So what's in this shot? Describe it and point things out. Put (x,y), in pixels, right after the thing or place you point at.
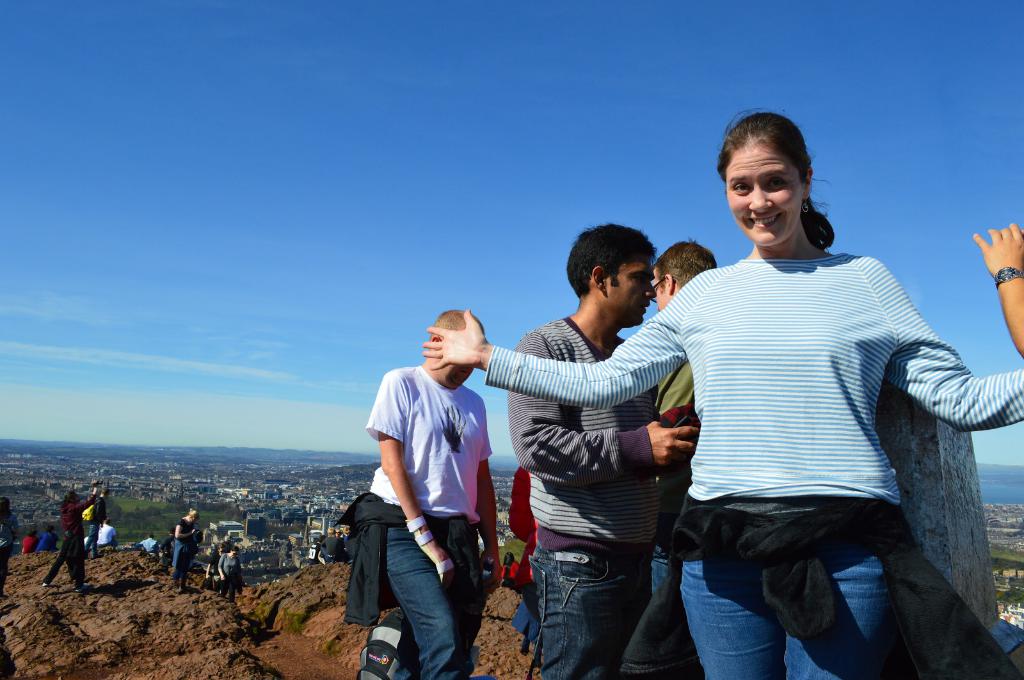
In this image I can see group of people (823,566) standing. In front (825,367) the person (878,515) is wearing blue and white color shirt (792,417) and blue color pant (834,580). Background (43,498) I can see few other persons (236,567) standing, few buildings (300,505), trees (147,510) in green color and the sky (132,220) is in blue and white color.
